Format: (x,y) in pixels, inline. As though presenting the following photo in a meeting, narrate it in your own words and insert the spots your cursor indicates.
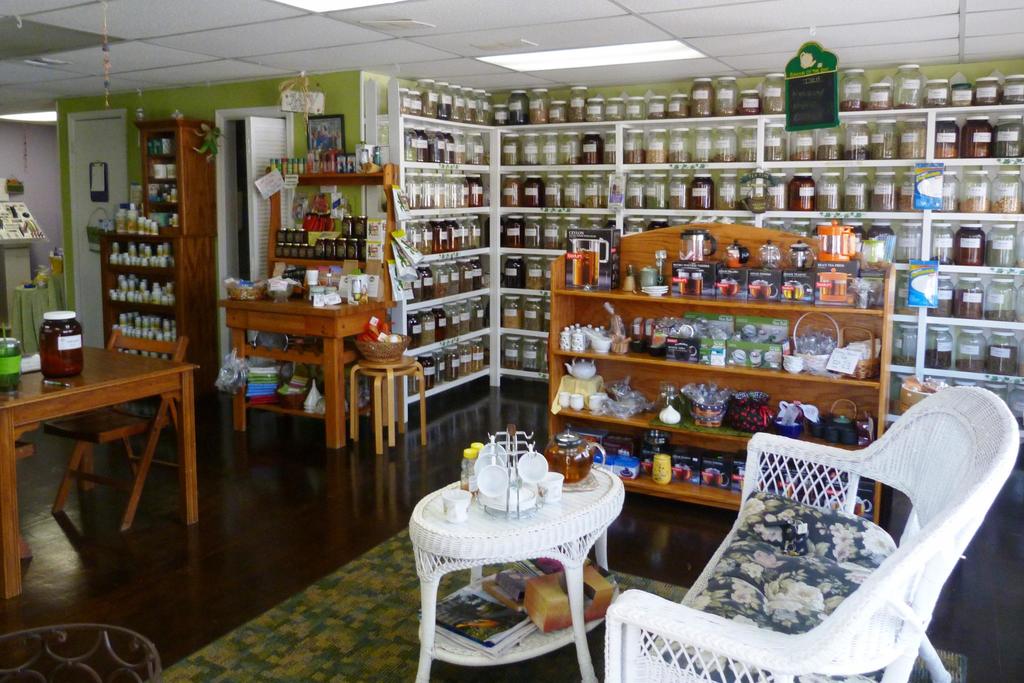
In this image we can see some tables (495,541) and a sofa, on the tables (544,524), we can see jars (58,350), bottles (474,477), cups (455,500) and some other objects (264,371), there are some racks (552,356) with jars (594,193), bottles (118,258) and some other objects (600,239), also we can see a stool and a chair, on the stool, we can see a bowl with some things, at the top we can see the lights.
